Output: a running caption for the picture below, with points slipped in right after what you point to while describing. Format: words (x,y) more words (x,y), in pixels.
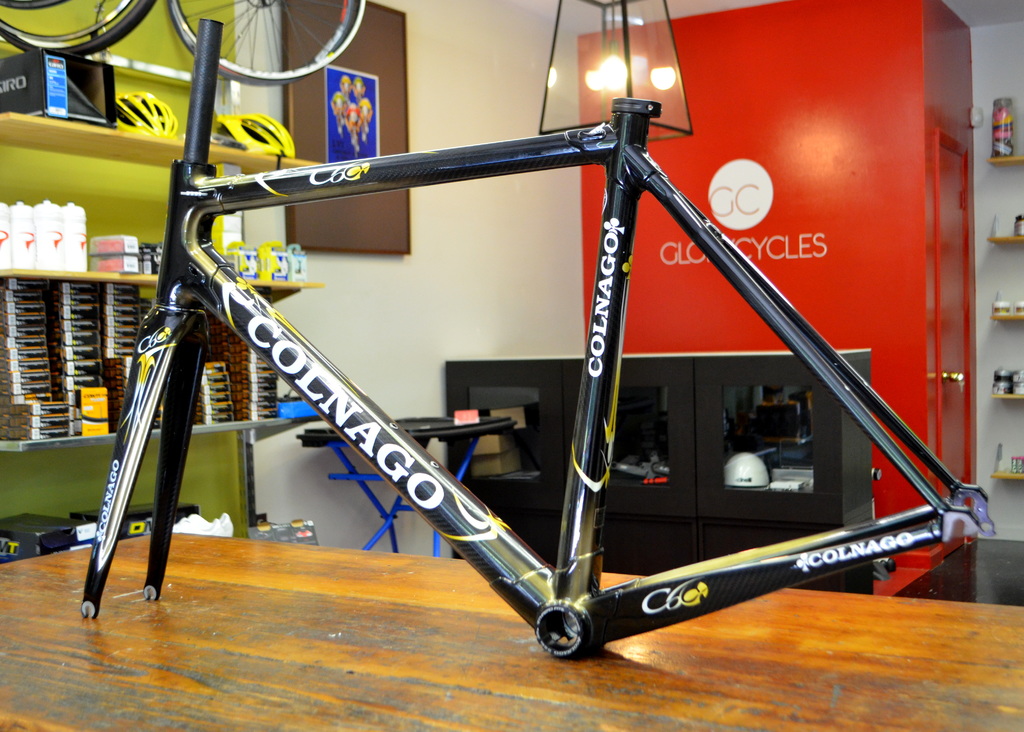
In this image there is a bicycle frame (602,301) on the table (318,679). Behind there is a table (421,437) near the wall (372,311). There is a cabinet (762,425) having few objects (656,471) in it. Left side (14,127) there are few shelves (89,139) having helmets (149,103), bottles (54,252) and few objects (48,382) on it. Left top there are two wheels (125,17). Beside the shelf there is a frame (394,109) attached to the wall (446,96). Right side (1022,379) there are few shelves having few objects (1006,112) in it.
